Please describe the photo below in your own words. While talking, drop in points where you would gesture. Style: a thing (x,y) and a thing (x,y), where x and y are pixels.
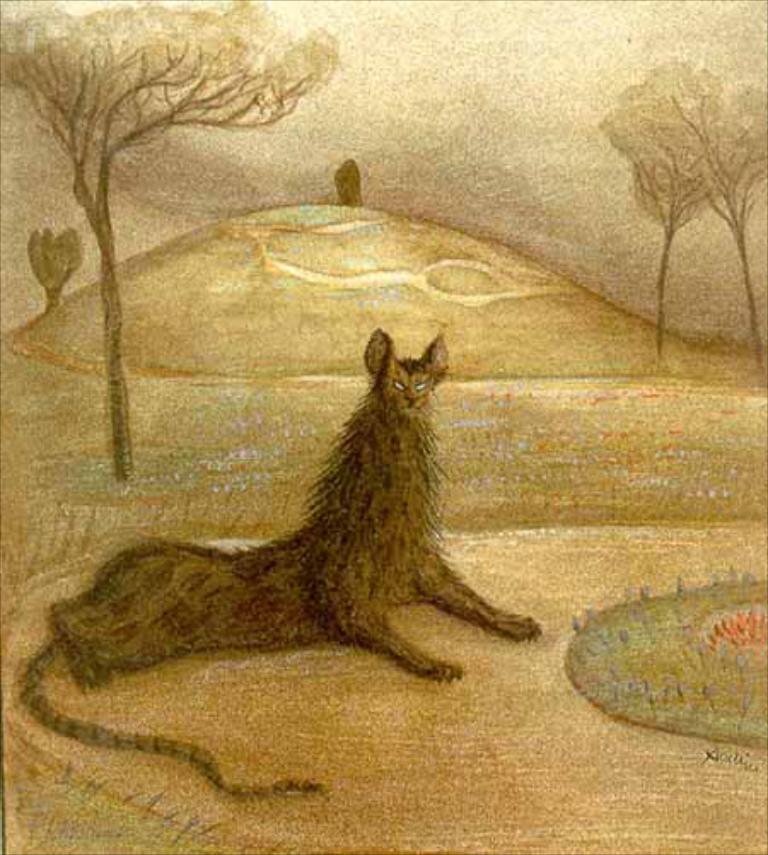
In this picture we can see a painted image (308,619), around we can see some trees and plants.
